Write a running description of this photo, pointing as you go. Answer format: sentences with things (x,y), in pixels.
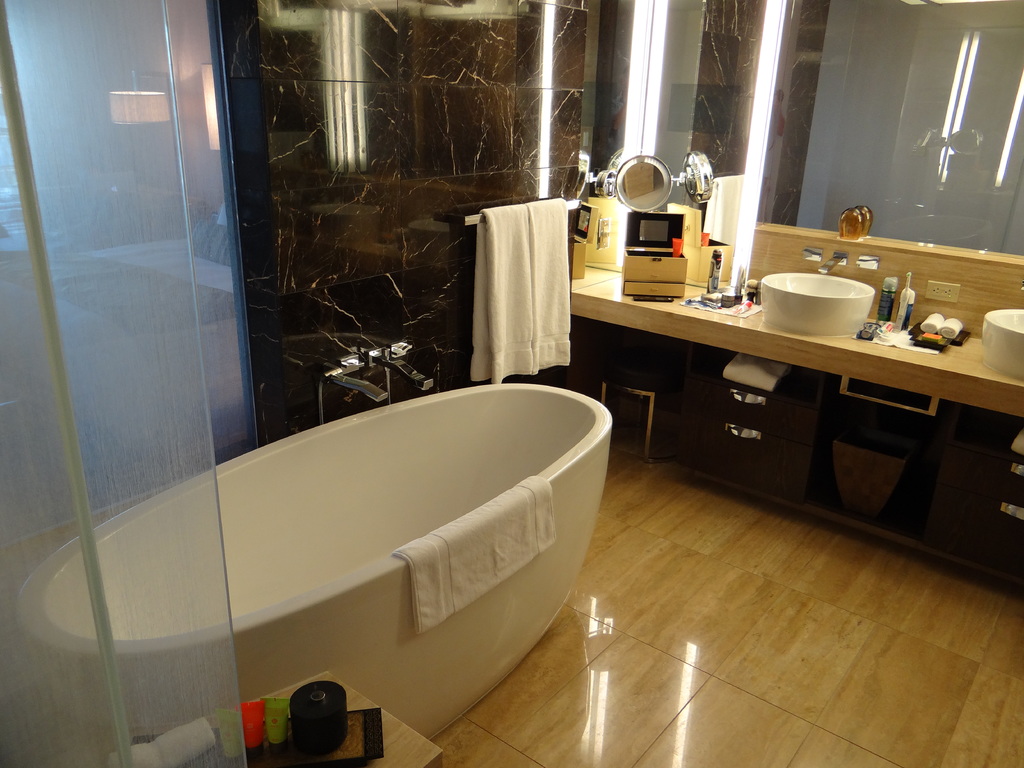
This image is taken in the bathroom (515,244) and here we can see a bathtub (390,521), towels (488,261), sink (803,314) and some objects (891,304) on the table (897,354). In the background (574,64), there are marbles (456,132) and we can see a mirror (904,187). At the bottom (404,743), there is a stand (389,736) and there are some objects (312,730) on it and there is a floor (801,722).
